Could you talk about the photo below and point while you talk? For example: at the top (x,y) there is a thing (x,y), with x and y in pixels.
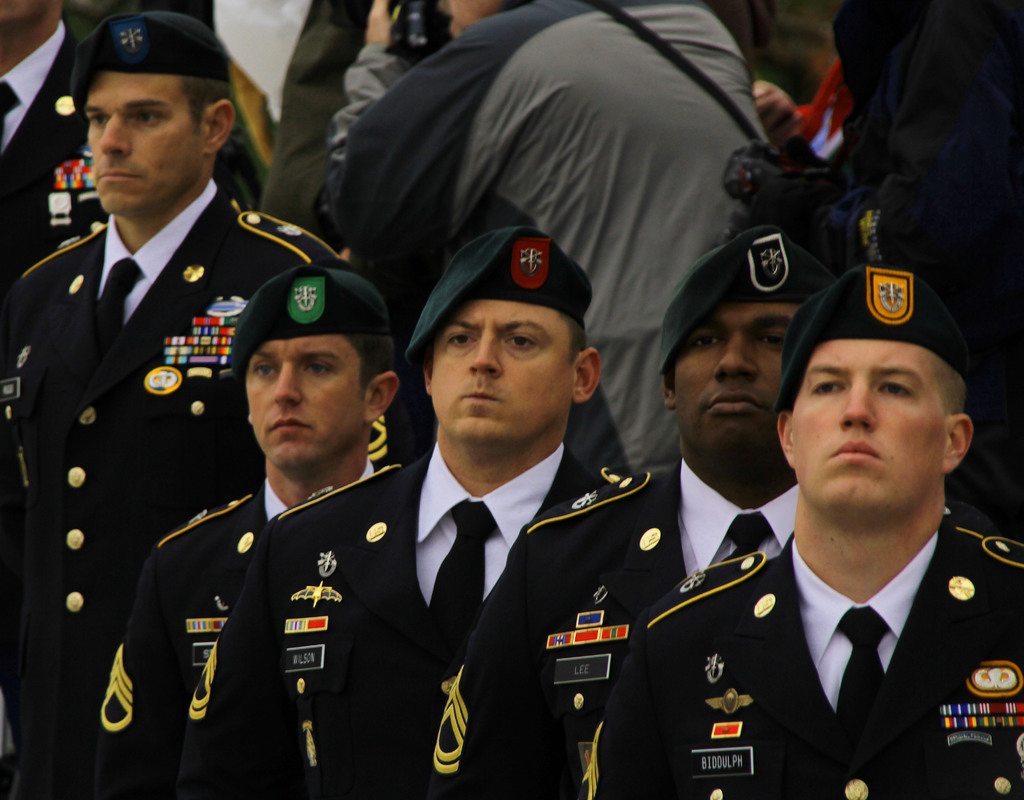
In the picture I can see people (448,440) are standing among them some of them are wearing uniforms (500,524) and hats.
